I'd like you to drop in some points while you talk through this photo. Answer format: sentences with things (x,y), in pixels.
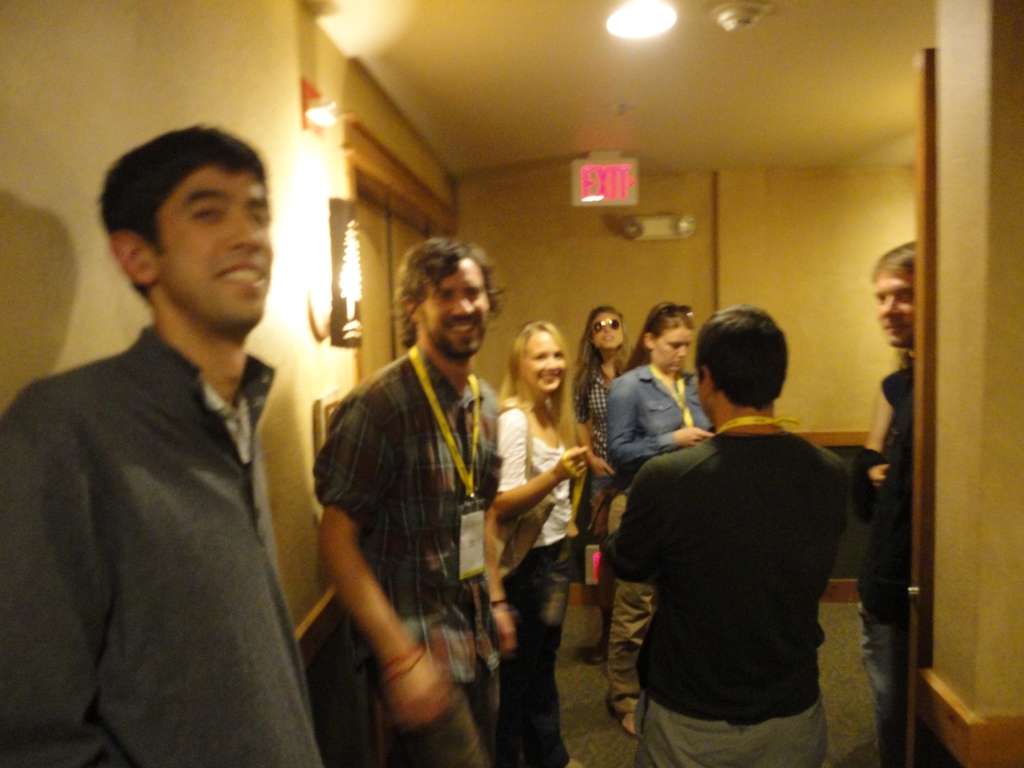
In the middle of the image (467,263) few people (293,763) are standing and smiling. Behind them there is a wall (28,127), on the wall (502,187) there are some lights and sign board (583,157). At the top of the image (644,43) there is a ceiling (898,12) and lights (641,24).
